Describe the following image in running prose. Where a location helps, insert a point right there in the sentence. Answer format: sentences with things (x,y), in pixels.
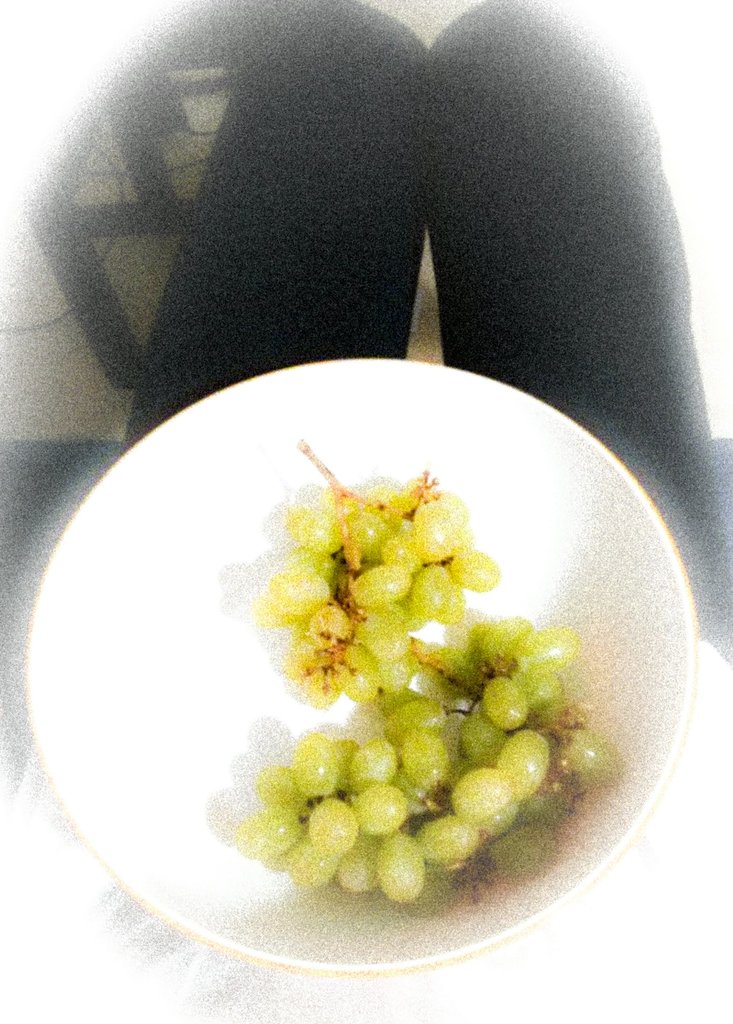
This image is taken indoors. In the middle of the image (262,409) there is a bowl (413,631) with grapes (340,815) in it. At the top of the image (144,178) there is a chair (92,211) on the floor (51,396).
